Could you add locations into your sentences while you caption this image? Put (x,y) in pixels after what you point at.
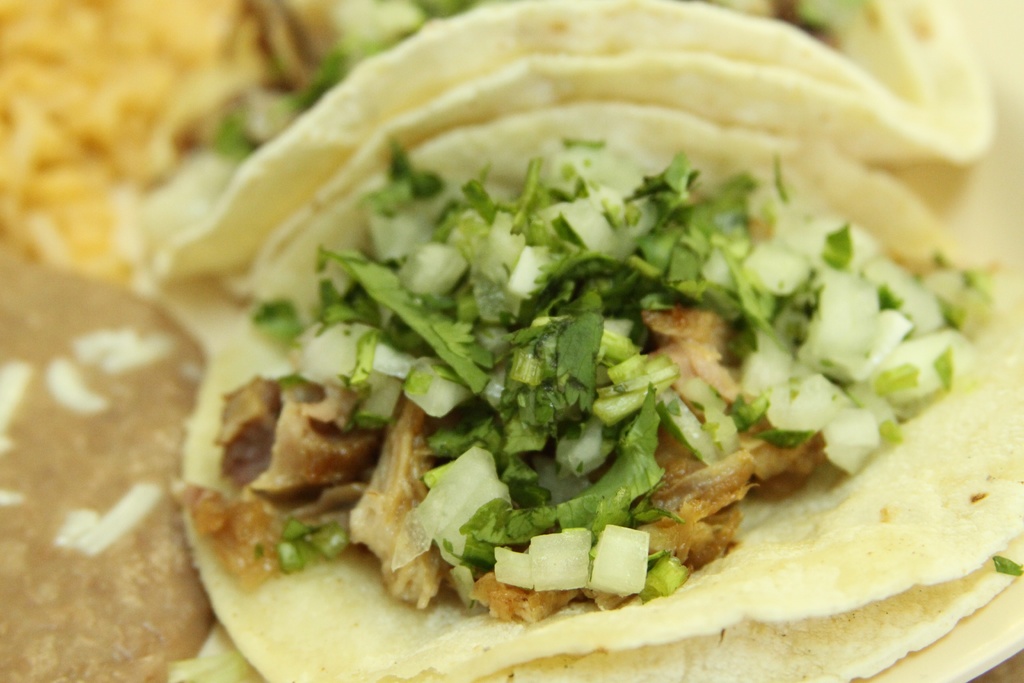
We can see food (38,603) and vegetable leaves (504,442).
